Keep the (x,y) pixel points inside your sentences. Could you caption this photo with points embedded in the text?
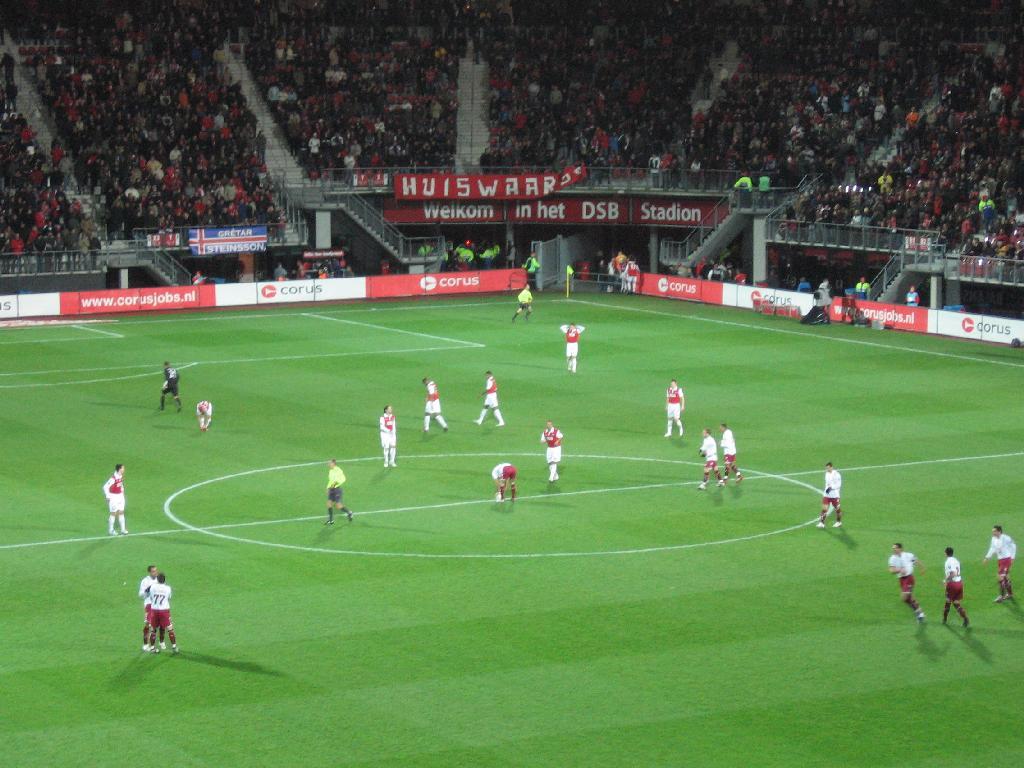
In this picture there are people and we can see ground (460,381), boards (416,219) and hoardings (404,214). In the background of the image (233,199) we can see railings (618,180), stadium (865,263) and these are audience (690,91).
